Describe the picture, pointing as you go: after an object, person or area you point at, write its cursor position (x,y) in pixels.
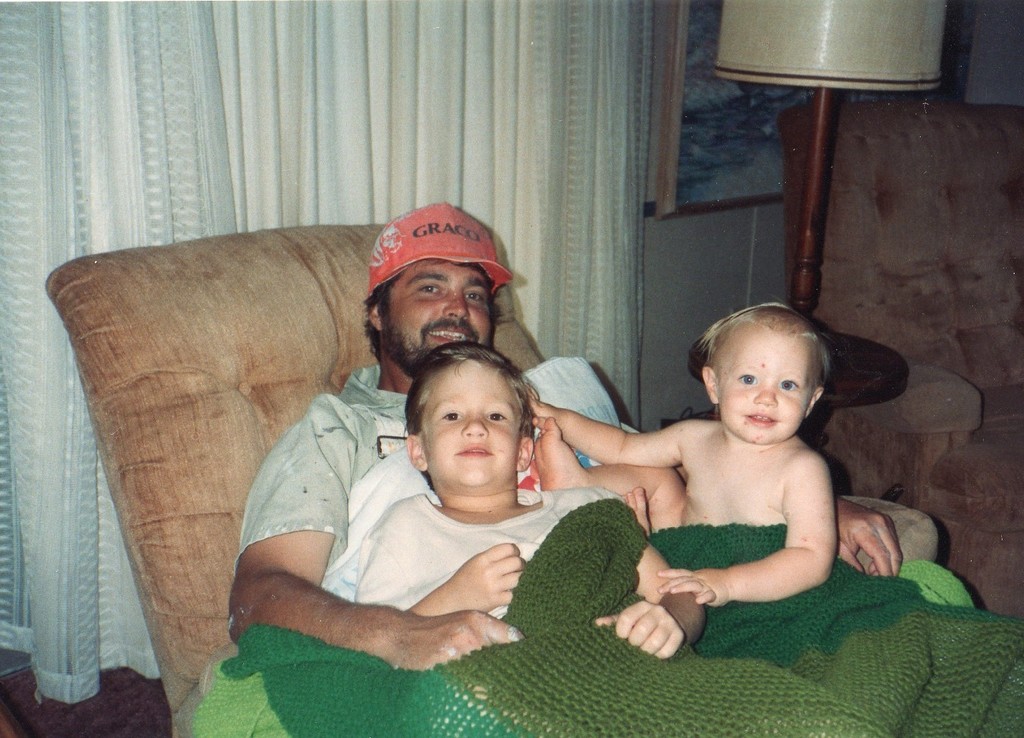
In this image we can see a sofa chair (208,484). In the back (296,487) there is a person (344,472) wearing cap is sitting. With him there are two children (548,474). Near to him there is a table lamp (808,215). In the back (368,122) there are curtains (420,152). And a wall (669,246) with a photo frame (672,147).
